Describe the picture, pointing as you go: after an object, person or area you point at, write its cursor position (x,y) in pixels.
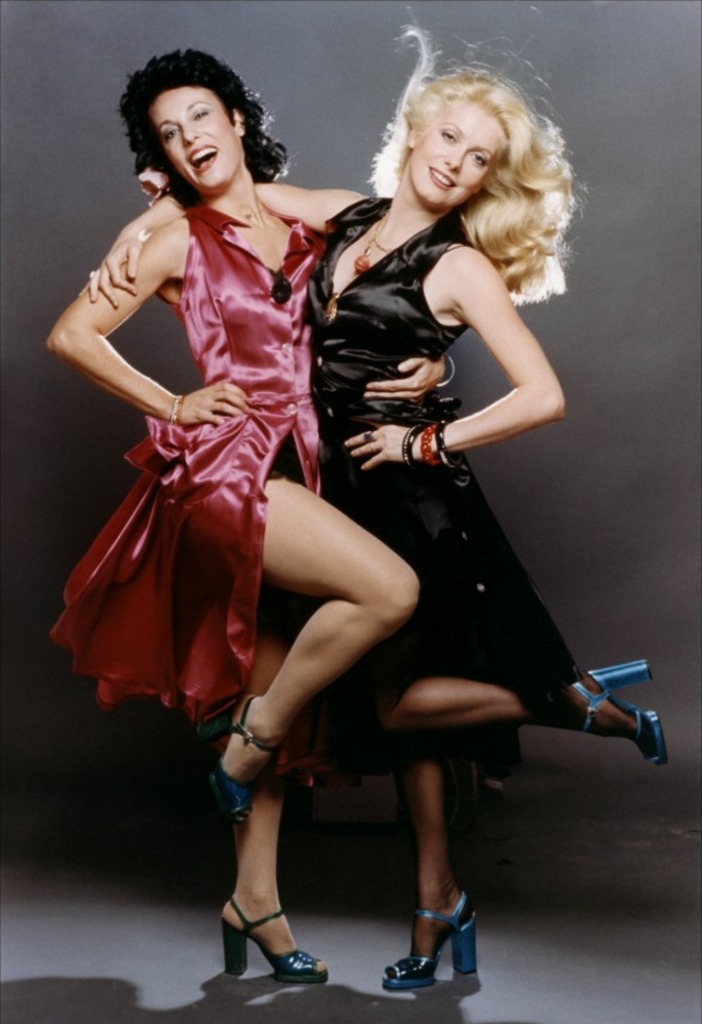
This picture shows a couple of women (247,353) holding each other with their hands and we see smile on their faces (239,154) and we see a woman (394,375) wore a black dress (316,310) and another woman (286,455) wore red dress (223,263). we see a black background (669,323).
